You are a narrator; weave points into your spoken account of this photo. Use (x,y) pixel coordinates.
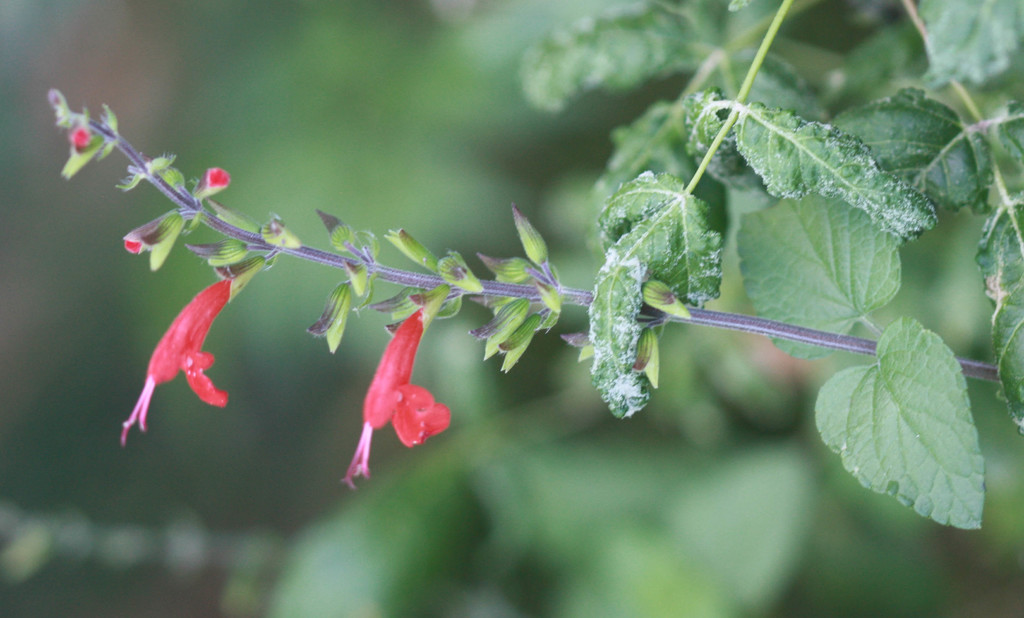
In this image we can see a plant (750,222) with flowers (384,402) and buds (659,307) and in the background (330,184) the image is blurred.
